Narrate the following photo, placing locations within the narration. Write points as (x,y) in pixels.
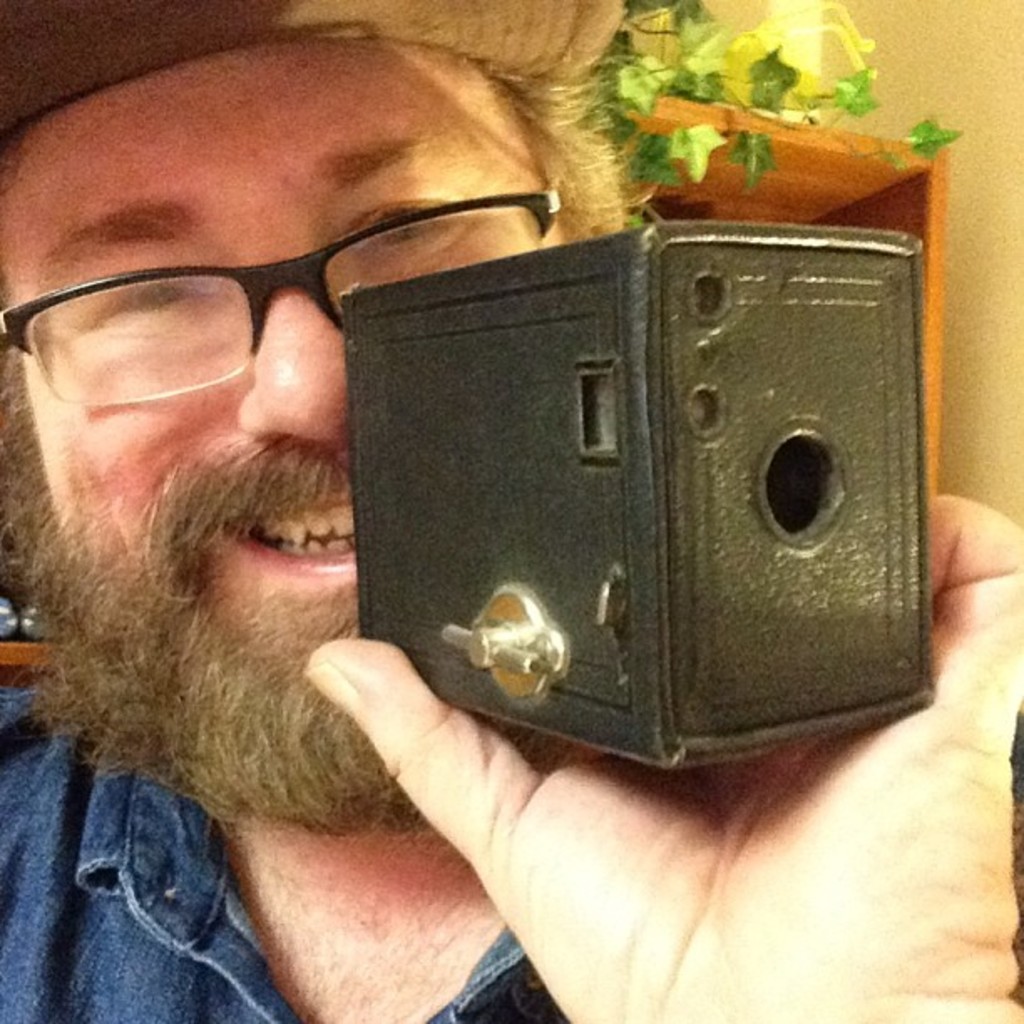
Here we can see a person (81,597) holding something in his hand (735,798), laughing, wearing spectacles (466,208) and cap (15,13) and behind him we can see a plant (626,129).
